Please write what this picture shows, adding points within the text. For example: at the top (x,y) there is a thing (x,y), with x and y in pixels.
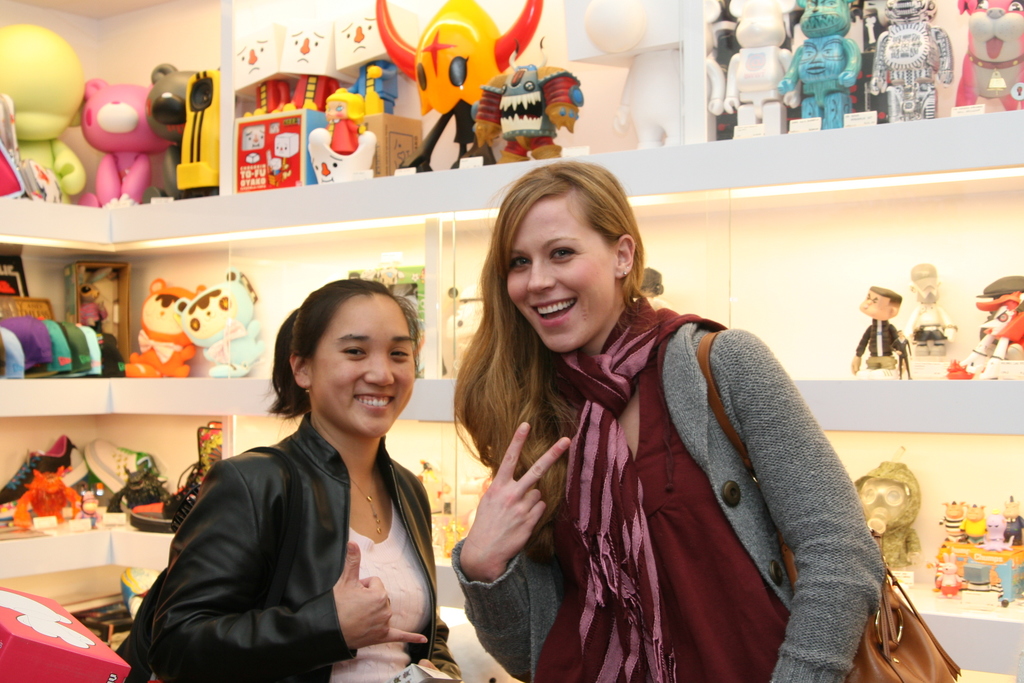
In this picture, there are two women (567,511). A woman (396,565) towards the left (285,529), she is wearing a black jacket (347,505). Towards the right (718,472), there is another woman (640,488), she is wearing a grey jacket (701,408), pink scarf (589,468) and carrying a bag (899,650). In the background (60,383), there are shelves (733,160) filled with the toys (460,16).
